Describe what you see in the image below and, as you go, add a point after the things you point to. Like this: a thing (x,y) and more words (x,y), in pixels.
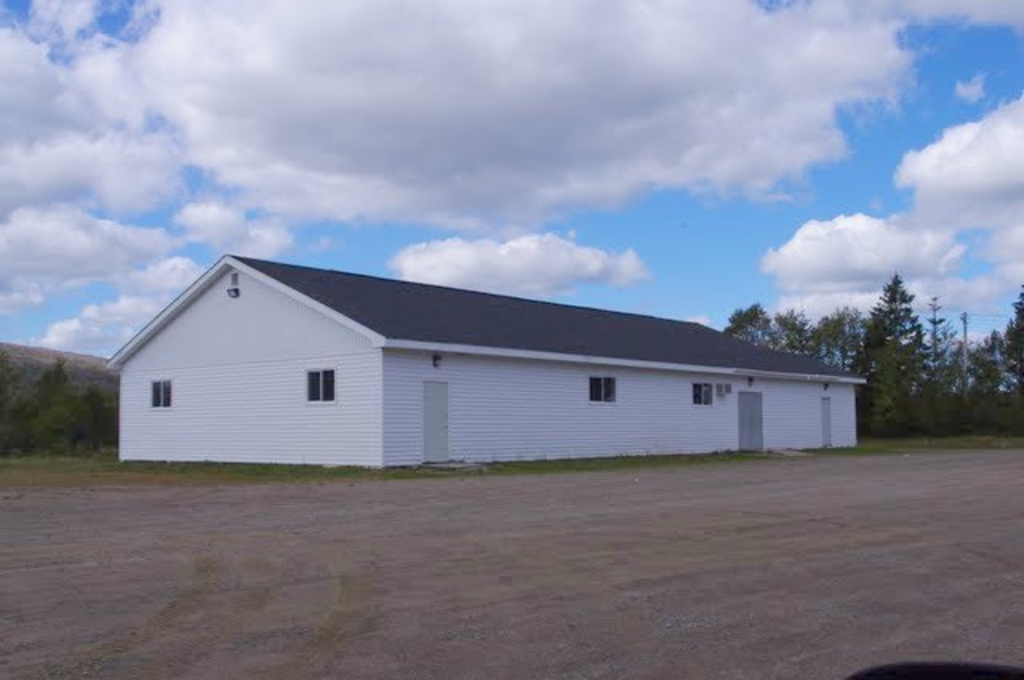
As we can see in the image there is a house (370,400), windows (154,397), doors (755,420), trees (957,400), sky (86,277) and clouds (517,110).
